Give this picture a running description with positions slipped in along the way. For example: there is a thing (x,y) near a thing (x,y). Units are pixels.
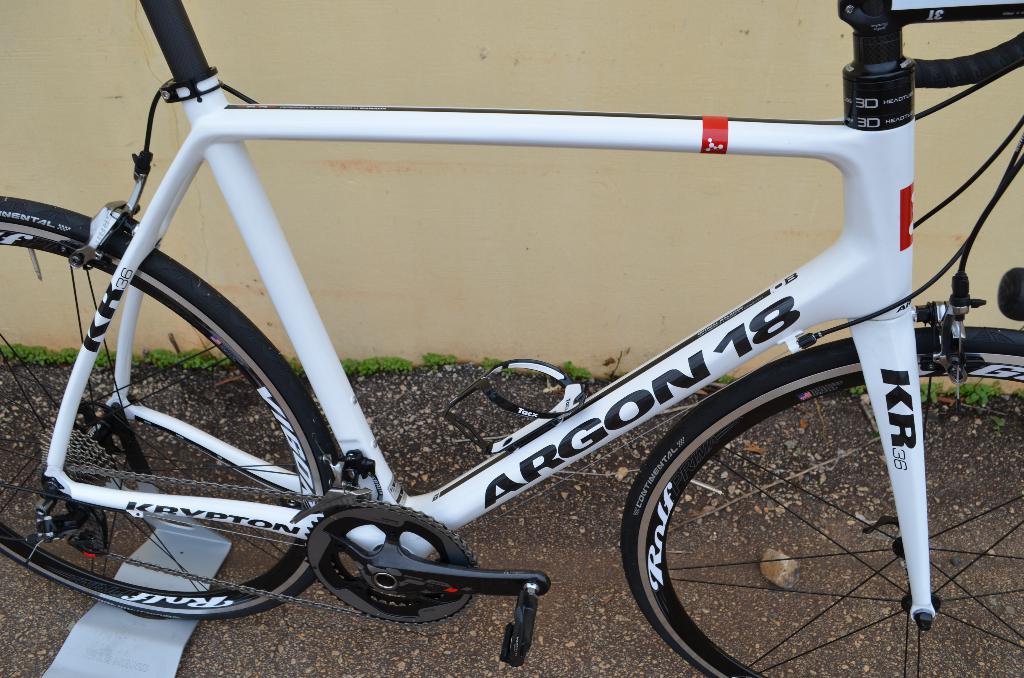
In this picture we can see a bicycle (697,468) parked on the ground (397,646) beside a wall (402,76).
